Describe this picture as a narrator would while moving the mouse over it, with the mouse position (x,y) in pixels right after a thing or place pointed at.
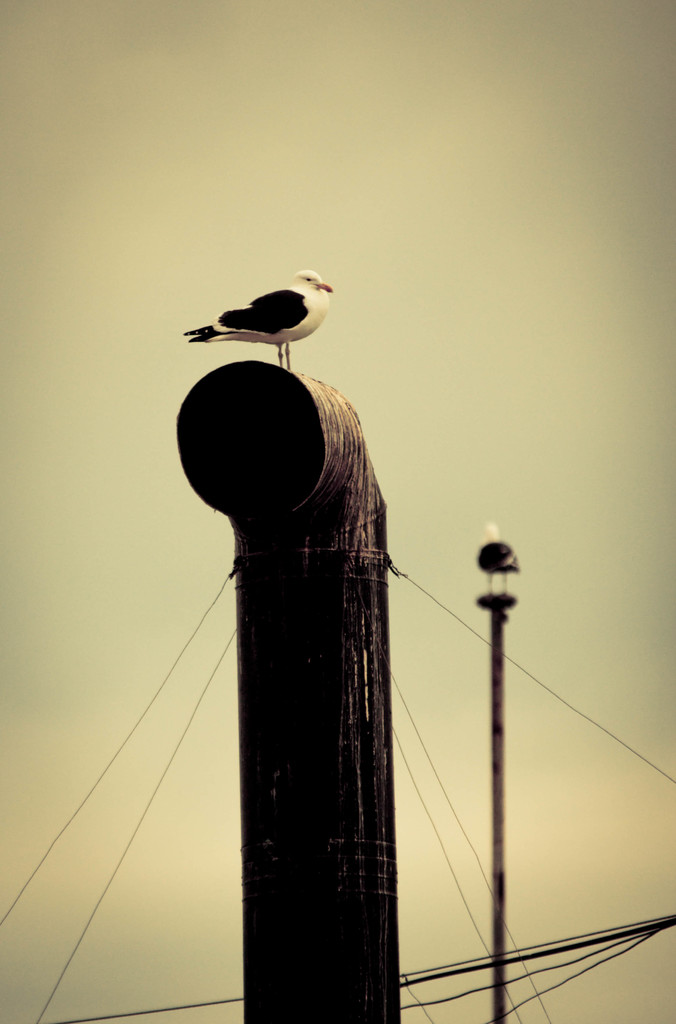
In the foreground of this image (329,437), there are two birds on the poles (300,672). We can also see cables (512,959) and the sky (529,146).
